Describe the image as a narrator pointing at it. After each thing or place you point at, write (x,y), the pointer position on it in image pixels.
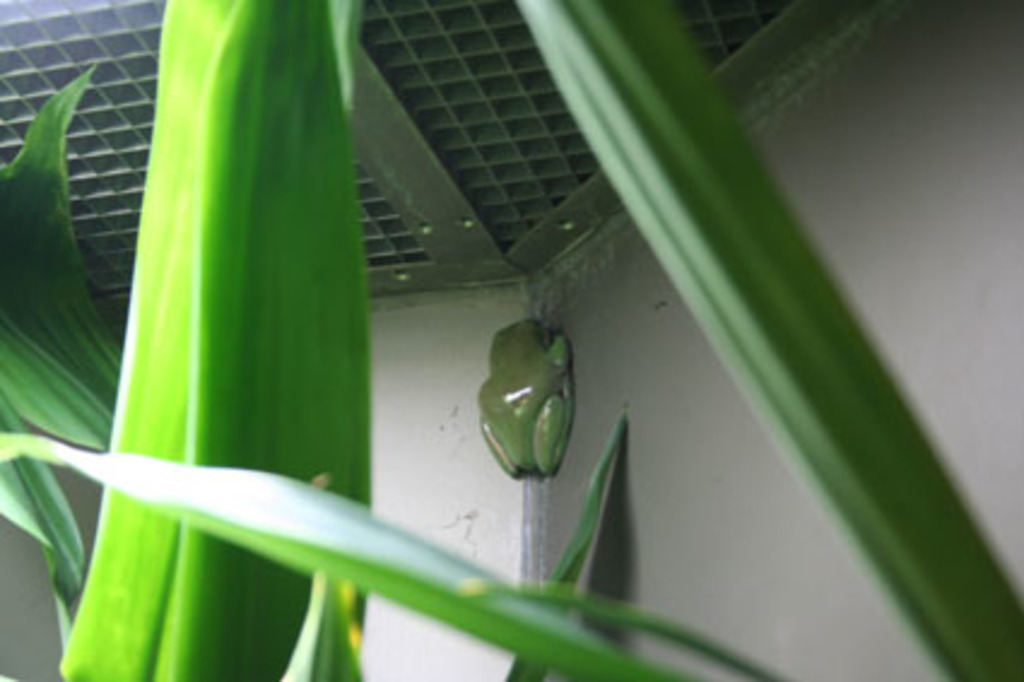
In front of the image there are leaves (137,434). There is some object (506,466) on the wall (678,393). At the top of the image (517,125) there is a metal roof (471,87).
